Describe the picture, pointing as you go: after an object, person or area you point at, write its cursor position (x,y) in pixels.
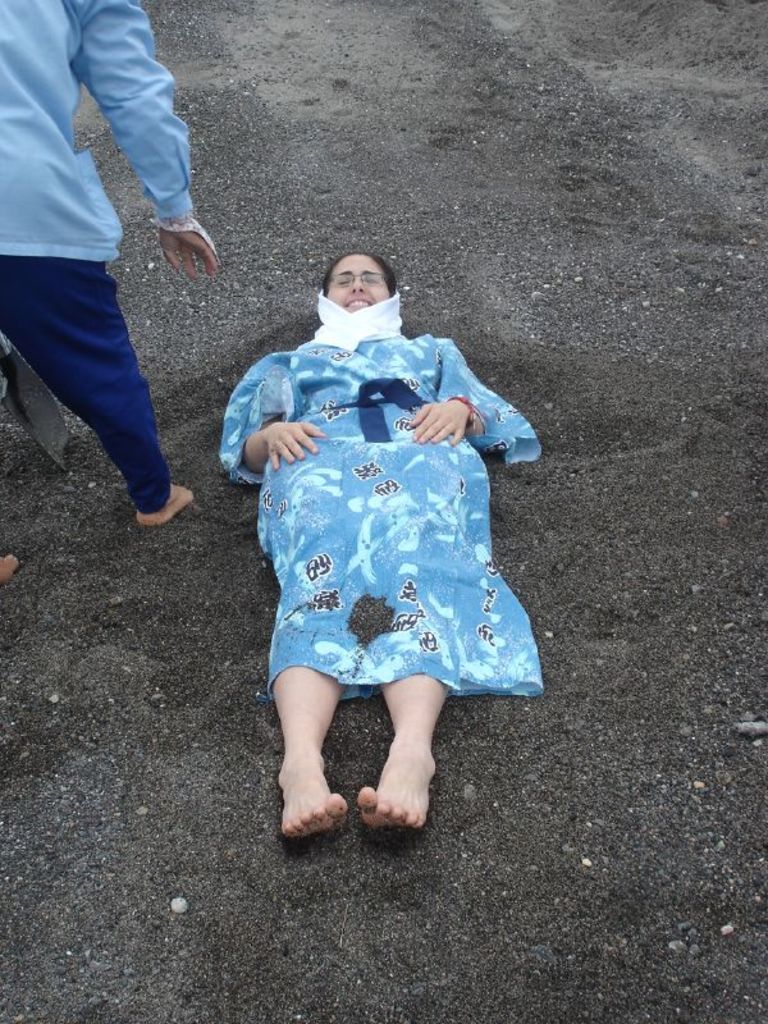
In this image a lady (383,541) is lying on the ground (442,718) wearing a blue frock (361,362). In the left (29,147) a person (34,138) is standing wearing blue shirt (36,180) and pant (104,392). On the ground (133,520) there is sand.
